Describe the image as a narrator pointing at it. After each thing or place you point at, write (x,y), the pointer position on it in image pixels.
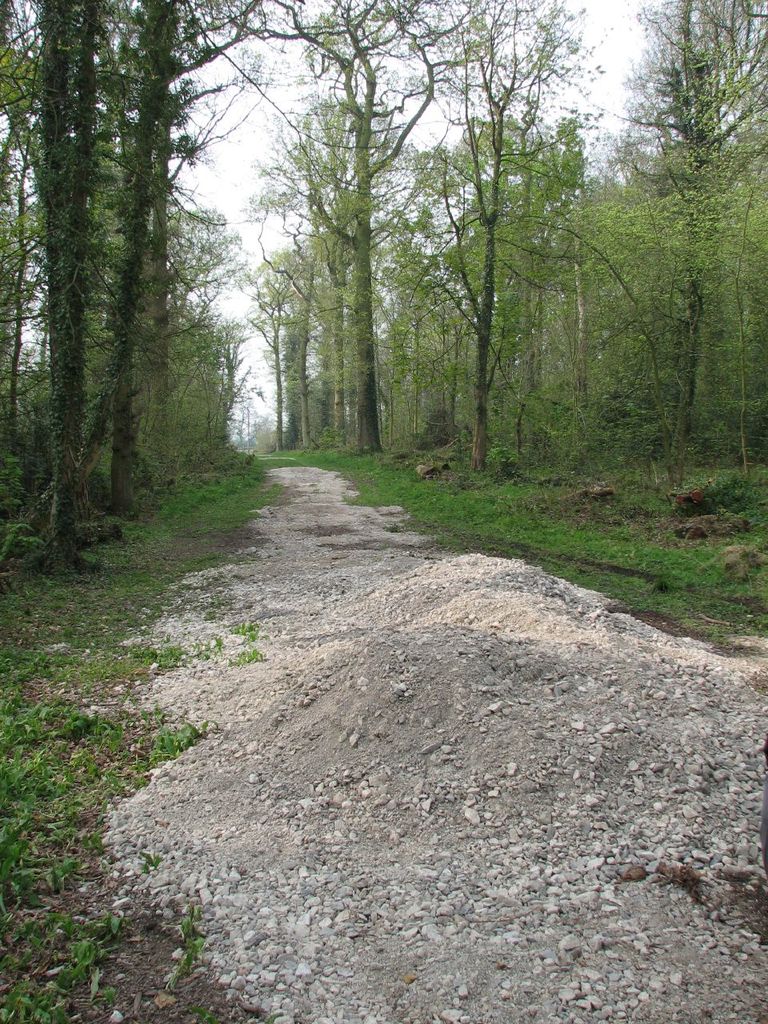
This is an outside view. At the bottom of the image (436,766) there is a road (348,698). On both sides of the road (295,502) I can see the grass (561,537) and trees (227,355).
